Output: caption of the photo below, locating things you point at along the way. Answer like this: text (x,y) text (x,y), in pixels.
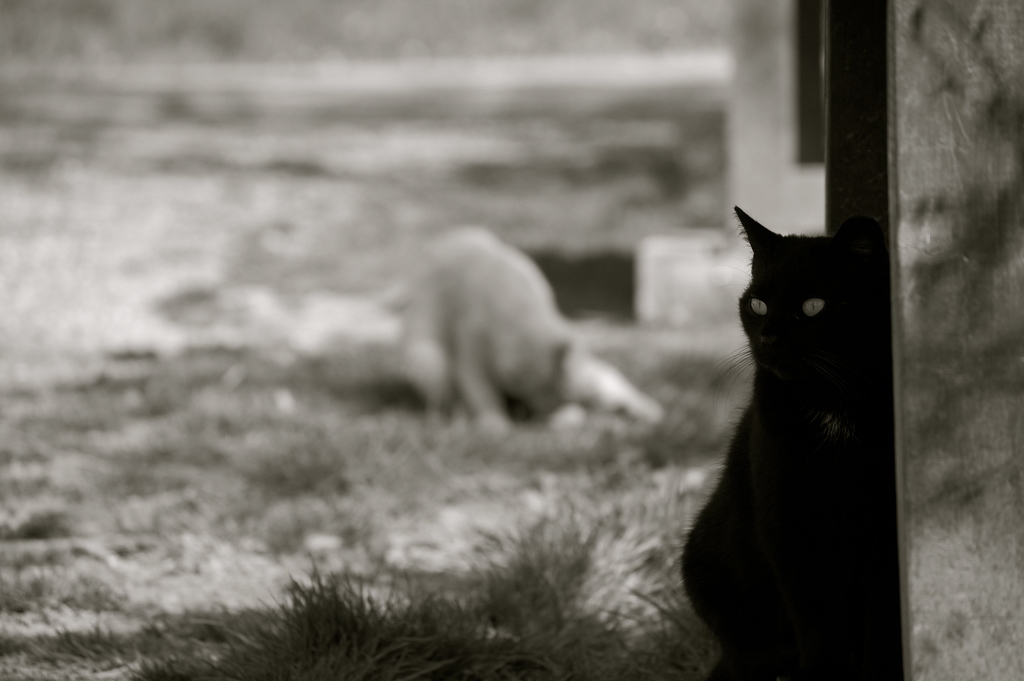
In this image I can see two cats (580,387) and grass (416,254). In the background (446,229) it is blur.
